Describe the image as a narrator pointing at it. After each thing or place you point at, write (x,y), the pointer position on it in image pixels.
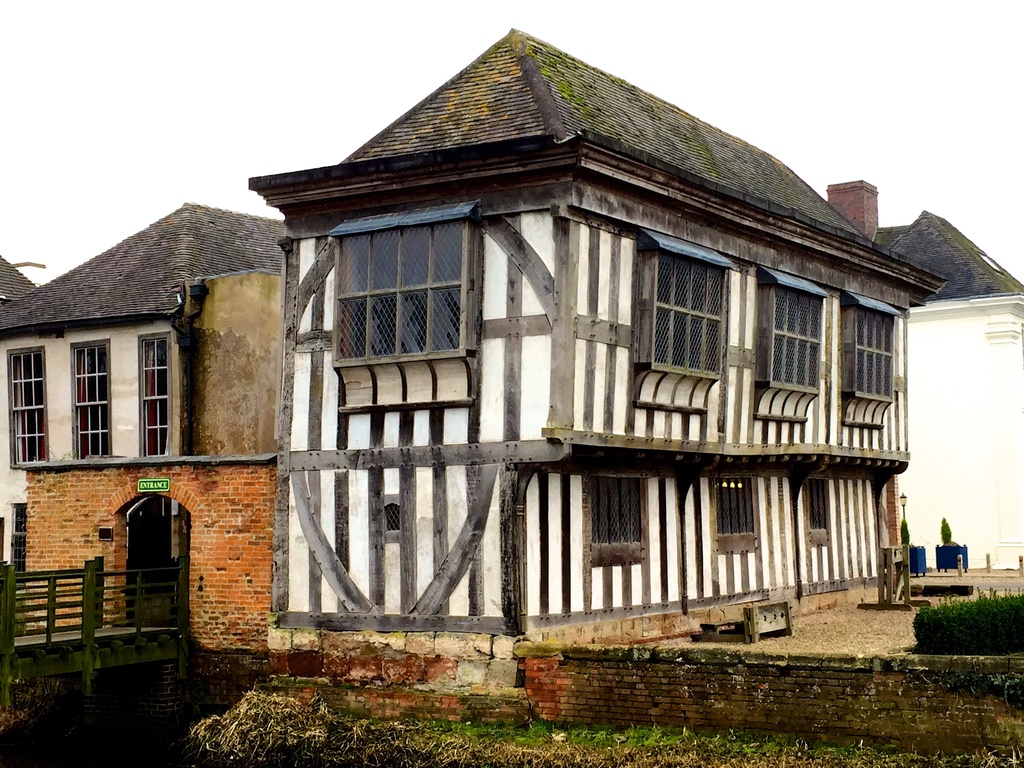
In this image we can see houses (332,560), bridge (126,647), grass (293,706), plants (961,606) and sky (272,68).
